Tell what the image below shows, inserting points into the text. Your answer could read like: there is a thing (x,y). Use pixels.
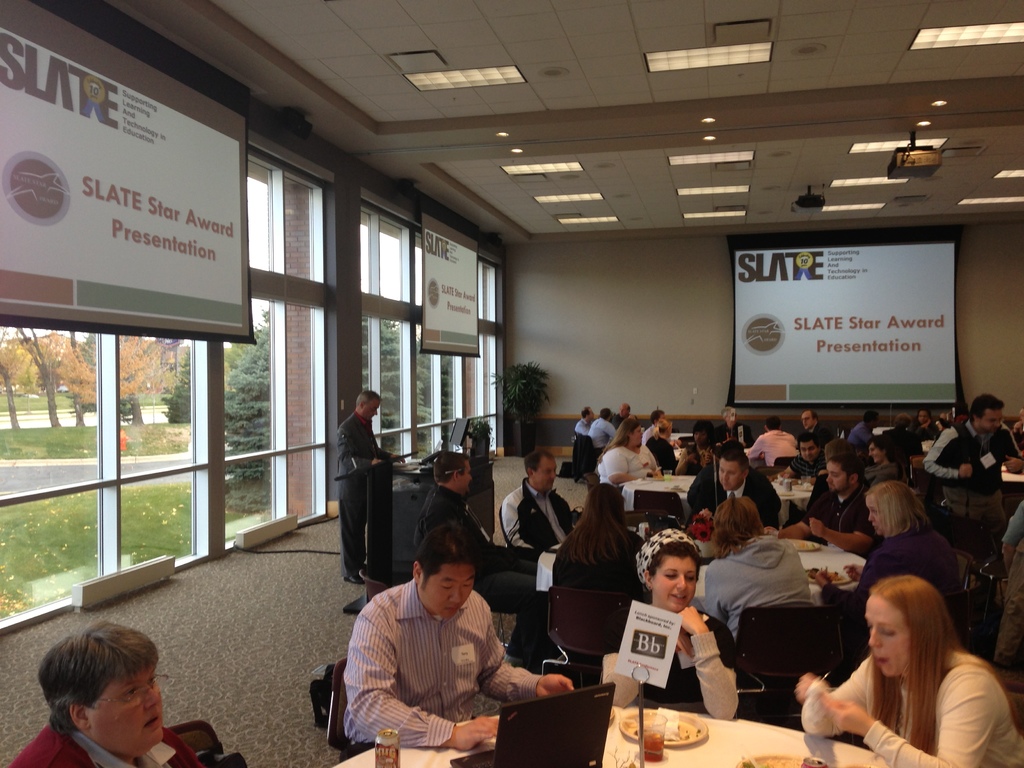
In this image I can see number of persons (477,619) are sitting on chairs (584,653) around the table (757,747). On the tables (669,758) I can see few plates (659,729), few glasses (654,746), a laptop (519,764) which is black in color and few other objects (616,760). I can see a person (358,532) standing in front of a desk (423,491) and a monitor (458,433) on the desk (418,477). I can see few screens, the ceiling (562,91), few lights (705,120) to the ceiling (602,176), the wall (566,383), a plant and few glass windows (317,426) through which I can see few trees (256,425), the road (125,469) and the sky (386,264).
